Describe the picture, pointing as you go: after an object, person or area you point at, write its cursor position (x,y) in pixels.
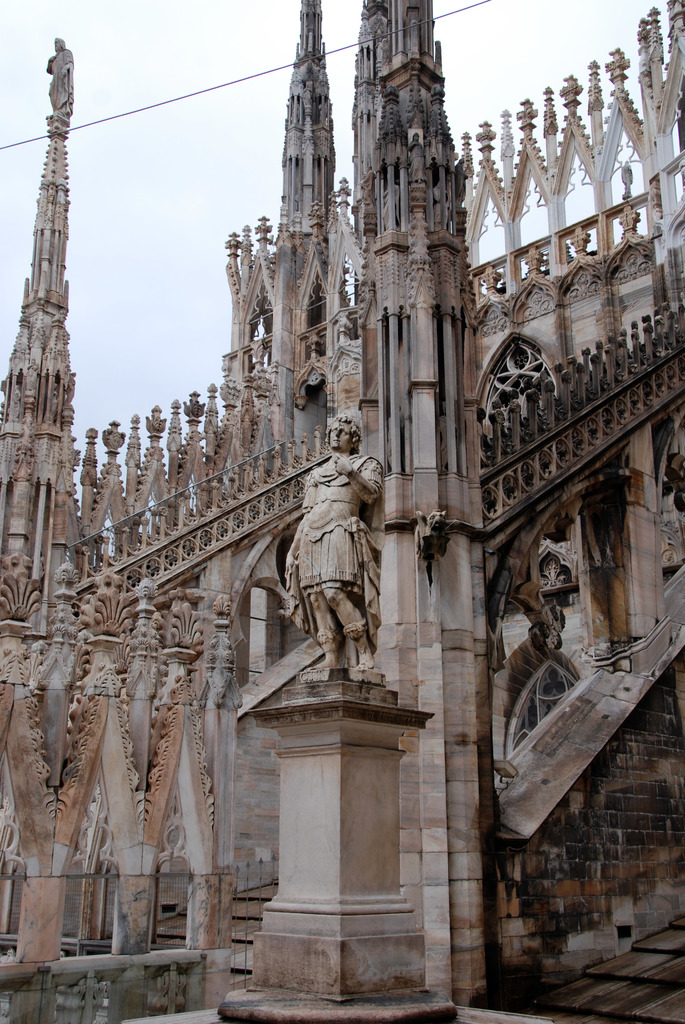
In this image in the middle (330,603) there is a building (265,546), towers (48,274), statues (59,91), wall (674,826). At the top (154,270) there is sky (163,237).
